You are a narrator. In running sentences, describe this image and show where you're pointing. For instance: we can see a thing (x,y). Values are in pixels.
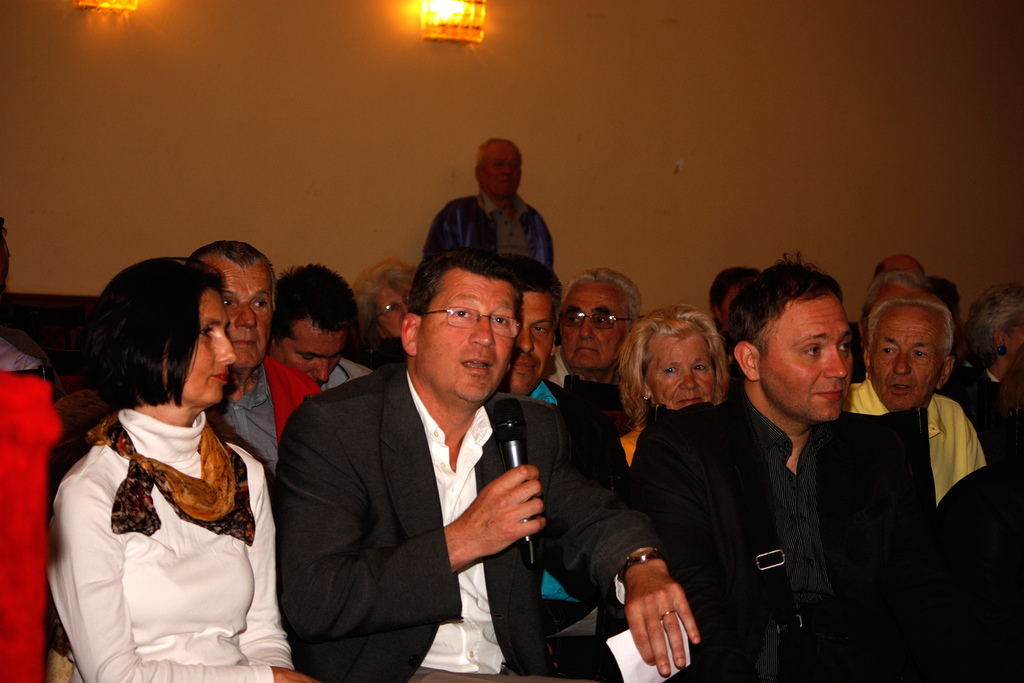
The picture is taken inside a room (699,169). There are many people (415,366) sitting. In the foreground (450,502) a person (405,504) wearing black suit (453,594) and white shirt (440,471) is holding a mic (519,449) and a paper (623,639). He is talking something. In the background (495,249) a person (498,195) is standing. In the background (96,6) on the wall (155,6) there are lights (433,9).
